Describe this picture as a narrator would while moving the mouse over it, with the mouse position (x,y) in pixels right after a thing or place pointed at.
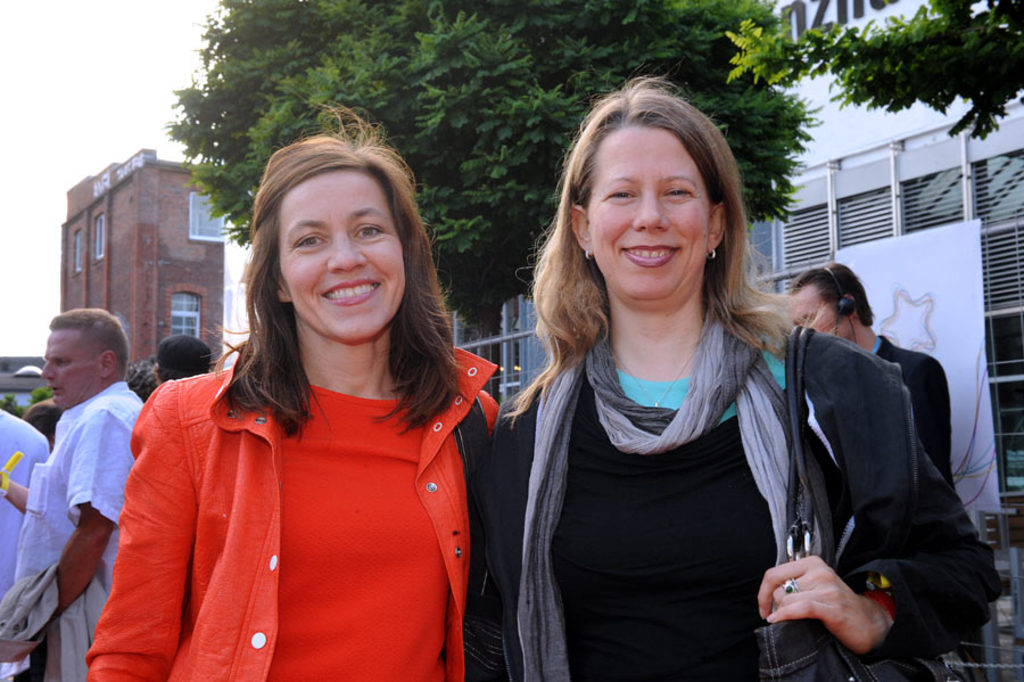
There are two ladies (484,511) standing and smiling. Lady (574,449) on the right (688,603) is wearing a scarf (704,412) and holding a bag (840,673). In the back (202,348) there are many people (831,309). Also there is a tree (446,27). There are buildings (180,195) with windows (851,197). In the background (96,97) there is sky (87,146).
